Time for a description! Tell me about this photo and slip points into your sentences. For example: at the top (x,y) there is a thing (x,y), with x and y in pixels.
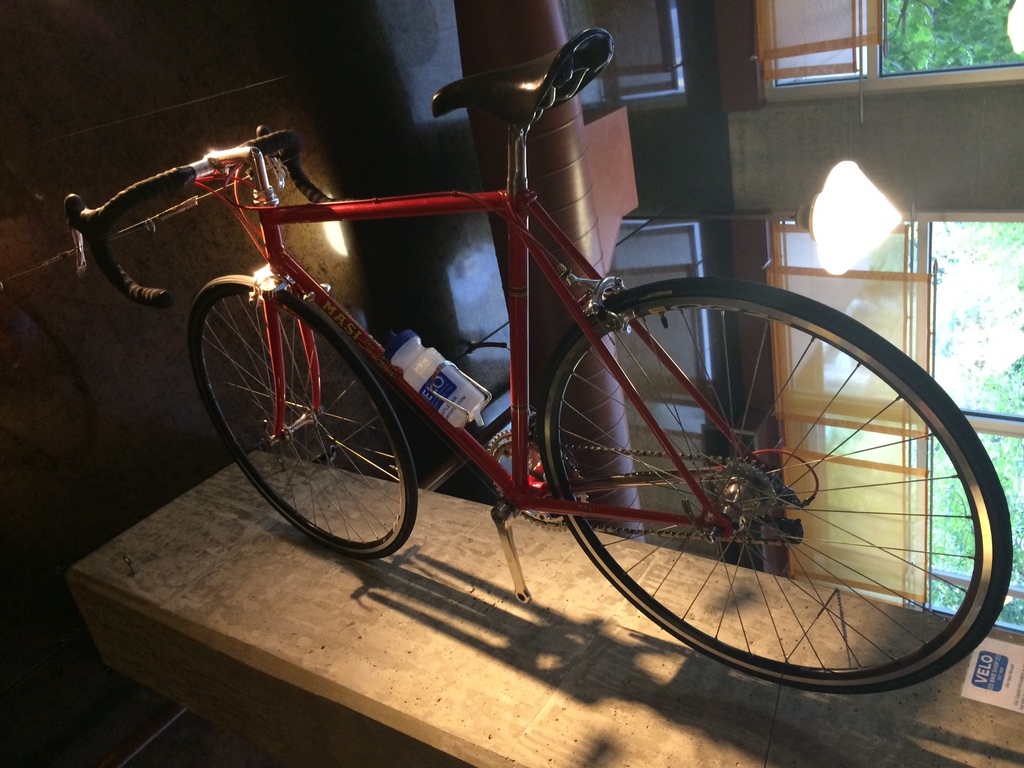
In this picture we can see a bicycle (358,540) on a platform (415,553), here we can see a bottle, sticker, wall (215,240), pillar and windows (865,390), from windows (851,400) we can see trees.
